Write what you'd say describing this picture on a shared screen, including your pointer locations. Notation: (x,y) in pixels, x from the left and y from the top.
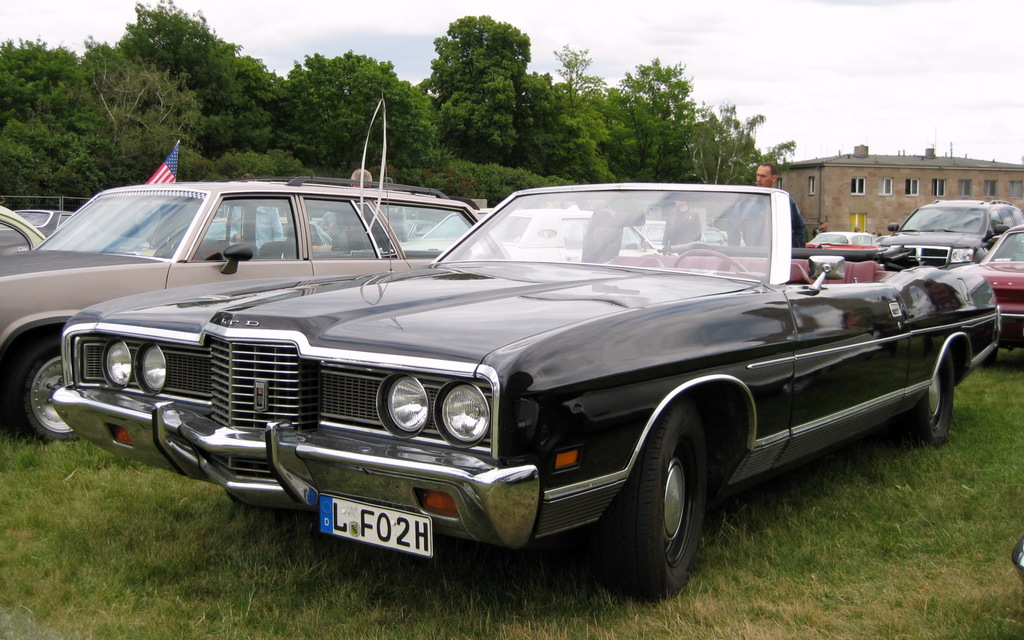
In the foreground (479,326) I can see fleets of cars (662,319) and a group of people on grass (806,543). In the background (793,103) I can see trees (324,84), buildings (960,170) and the sky (761,99). This image is taken may be during a day.
